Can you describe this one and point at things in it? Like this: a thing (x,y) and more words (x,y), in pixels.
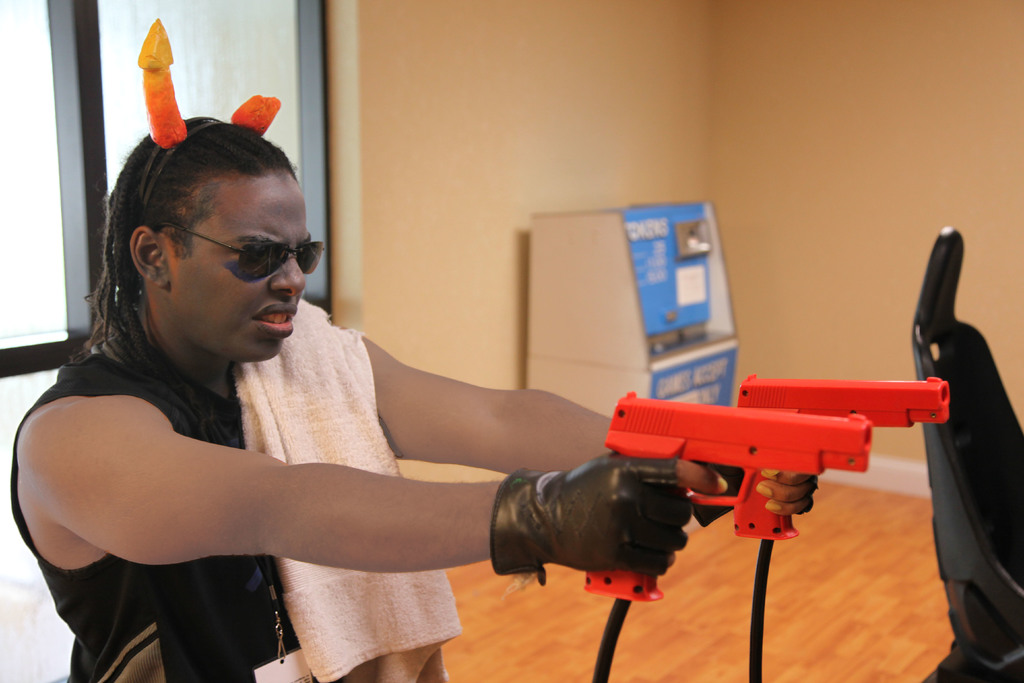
In this image there is a person (139,456) holding objects (811,443) in the foreground (438,596). There is floor (599,604) at the bottom (722,646). There is a chair (1005,633) on the right corner (1000,540). There is an object (725,294) and wall (498,250) in the background (742,155). And there is a window (274,51) on the left corner (1,250).
